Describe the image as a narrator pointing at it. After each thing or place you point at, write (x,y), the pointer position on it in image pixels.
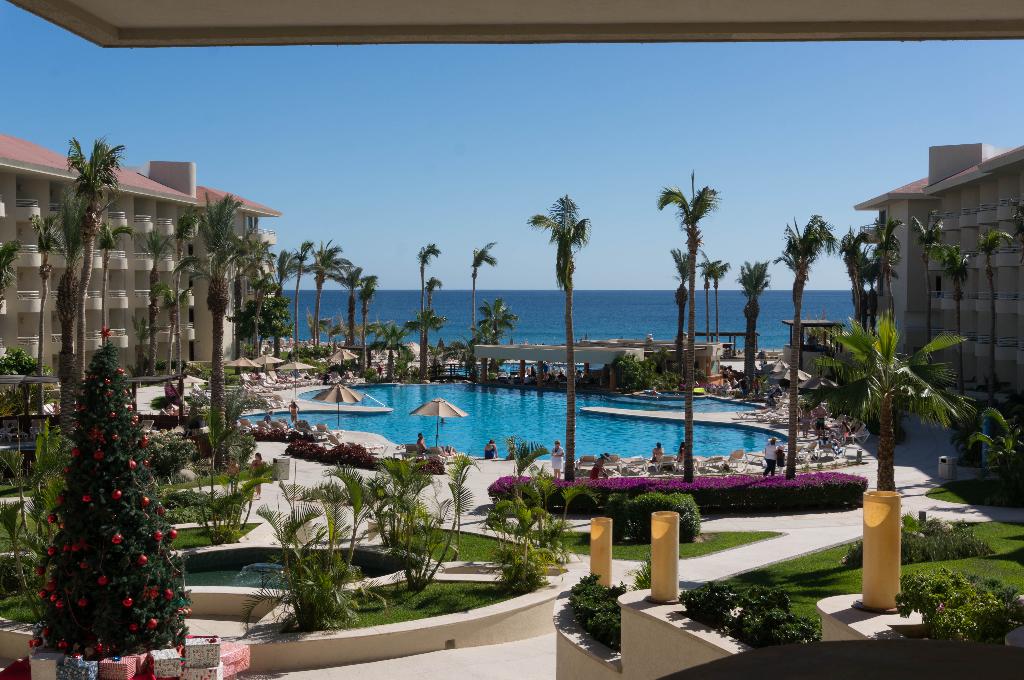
This picture is an outside view of the image. In this image, on the right side (1014,172), we can see a building (1022,314), trees (990,314), pole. On the left side (9,356), we can see a Christmas tree (174,642), trees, building (93,265), balcony (122,279) and a person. On the left side (241,649), we can also see some gift boxes (202,637). In the background (228,428), we can see some trees (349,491), a group of people (596,470), water (501,424) in a pool (595,431), umbrella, we can also see water (578,319) in an ocean (513,296). At the top (663,90), we can see a sky (657,89) and a roof (324,23), at the bottom (753,476), we can see some grass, plants (782,487) with flowers (838,486).
